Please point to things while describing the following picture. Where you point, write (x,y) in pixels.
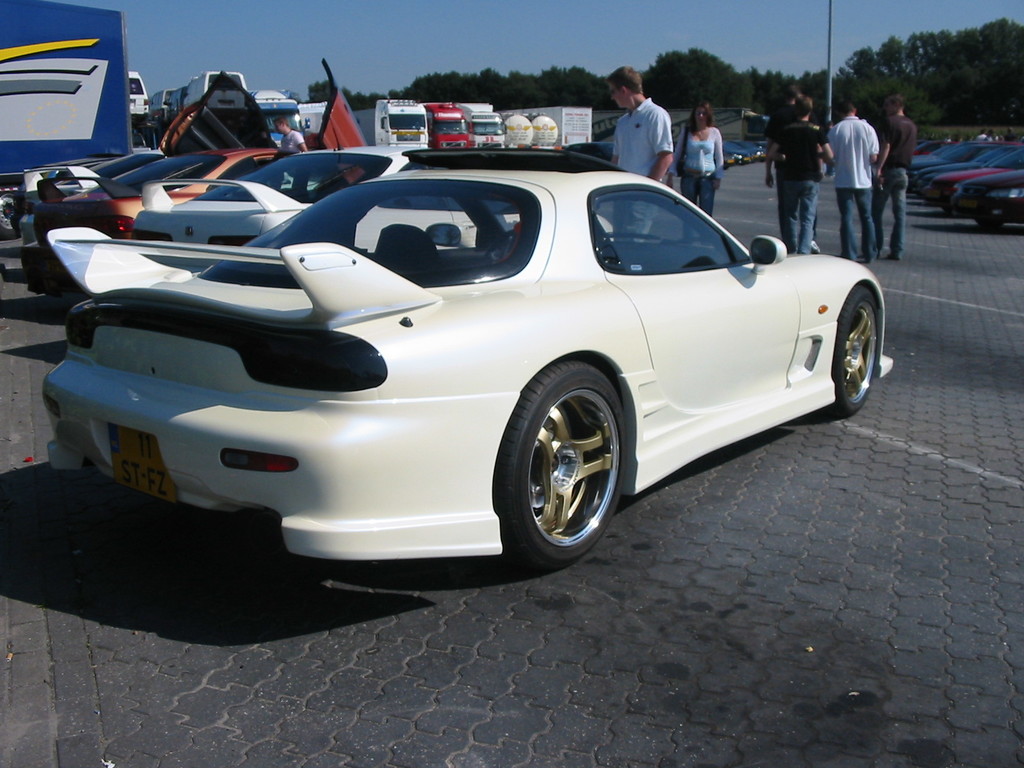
In the image in the center (511,397), we can see few vehicles (465,185). And we can see a few people (866,253) are standing. In the background (617,68), we can see the sky (515,38), trees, one pole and a few other objects (120,128).
